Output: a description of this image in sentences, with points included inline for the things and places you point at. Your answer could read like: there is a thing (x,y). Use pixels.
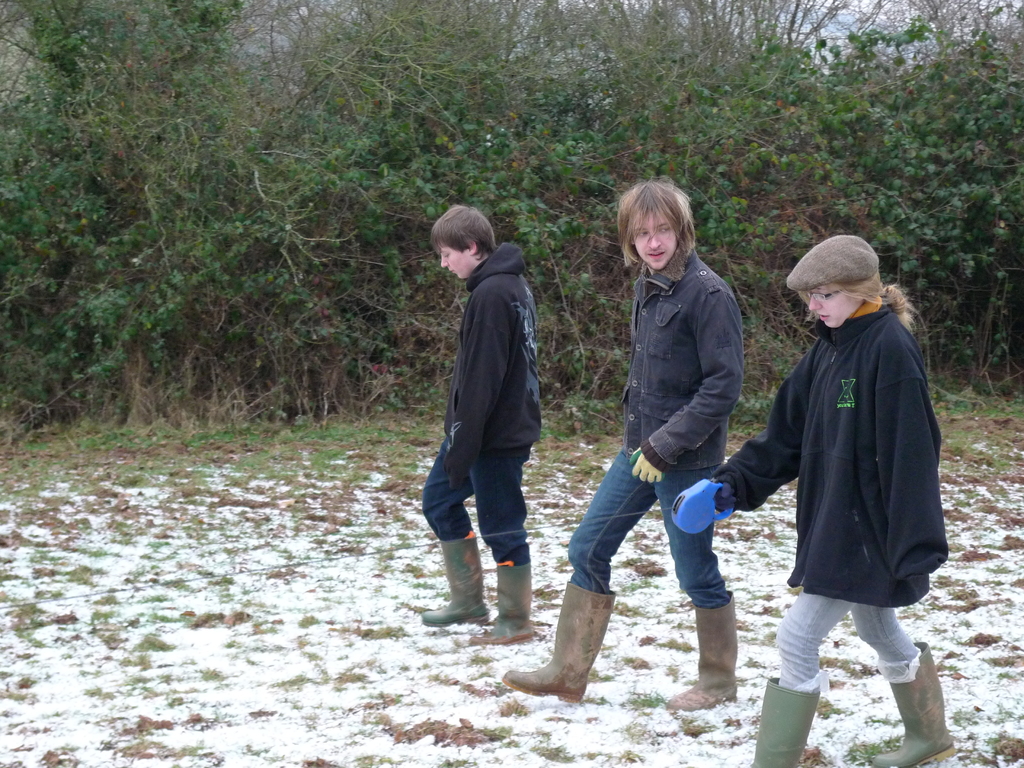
In this image we can see three persons (539,694) walking on the ground (537,710), among them, one person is holding an object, there are some trees (249,269), grass (256,424) and snow (240,559), in the background (754,1), we can see the sky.
